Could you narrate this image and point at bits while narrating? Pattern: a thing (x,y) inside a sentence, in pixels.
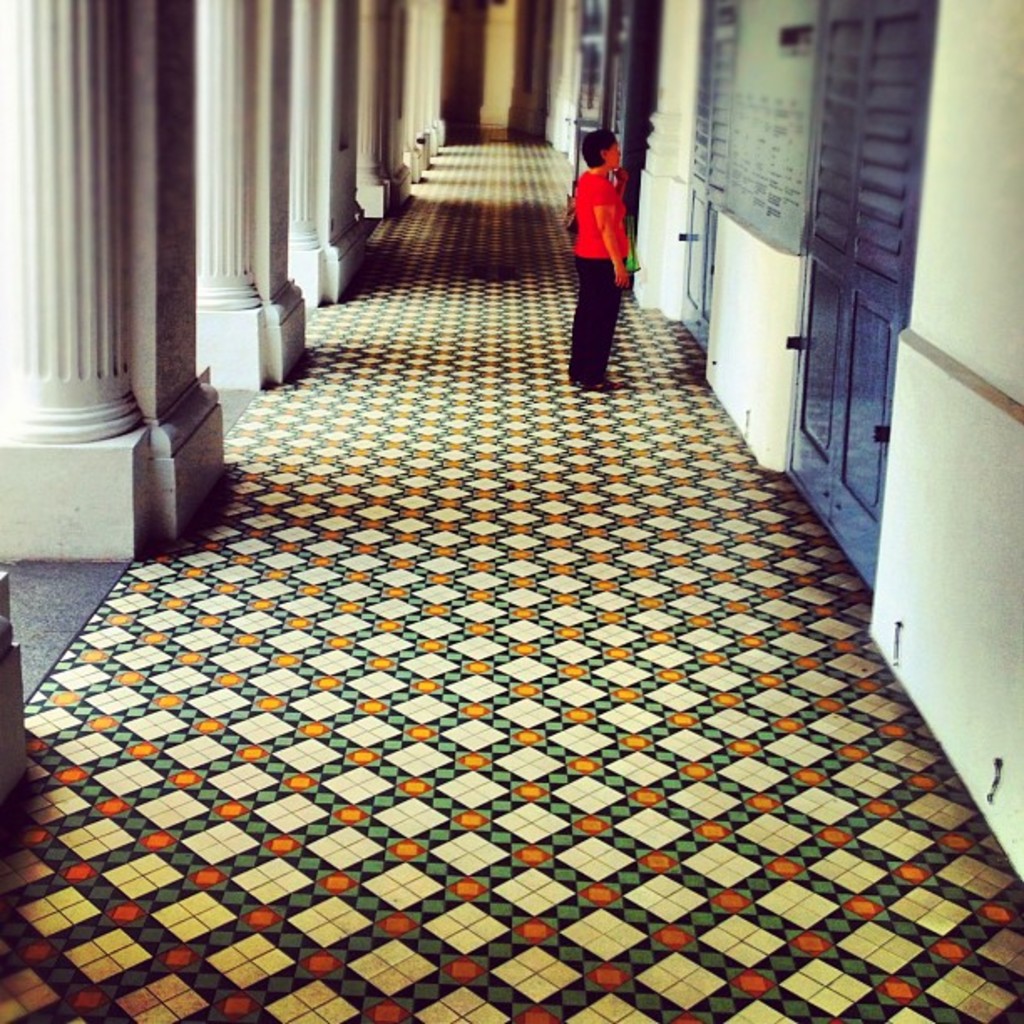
In this image we can see a person (586,244) standing on the floor (461,537) there are few pillars (231,214) on the left side (268,176), a board (779,204) with text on the wall (990,388) and few doors (880,308) on the right side of the image (763,190).
